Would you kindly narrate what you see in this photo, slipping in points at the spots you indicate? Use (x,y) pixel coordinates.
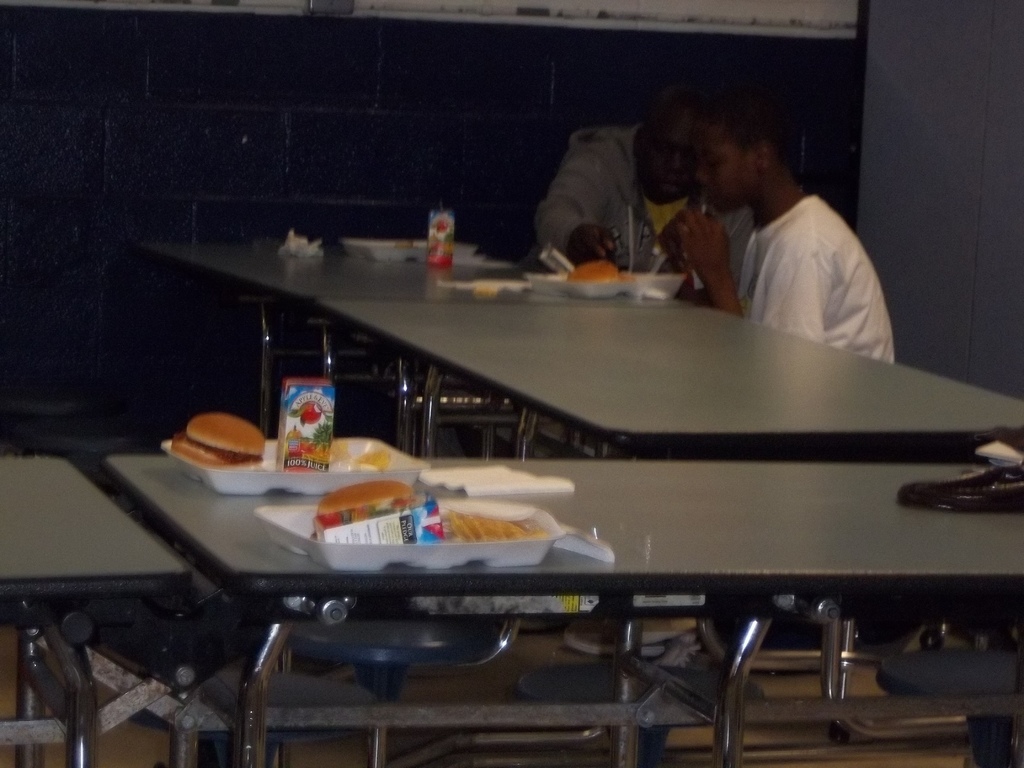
In this image, There are some tables (743,356) which are in white color and on that table (710,480) there are some foods items (321,506) and in the right side (764,255) there are some people (682,213) sitting on the chair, In the background (83,303) there is a black color wall (199,214).
